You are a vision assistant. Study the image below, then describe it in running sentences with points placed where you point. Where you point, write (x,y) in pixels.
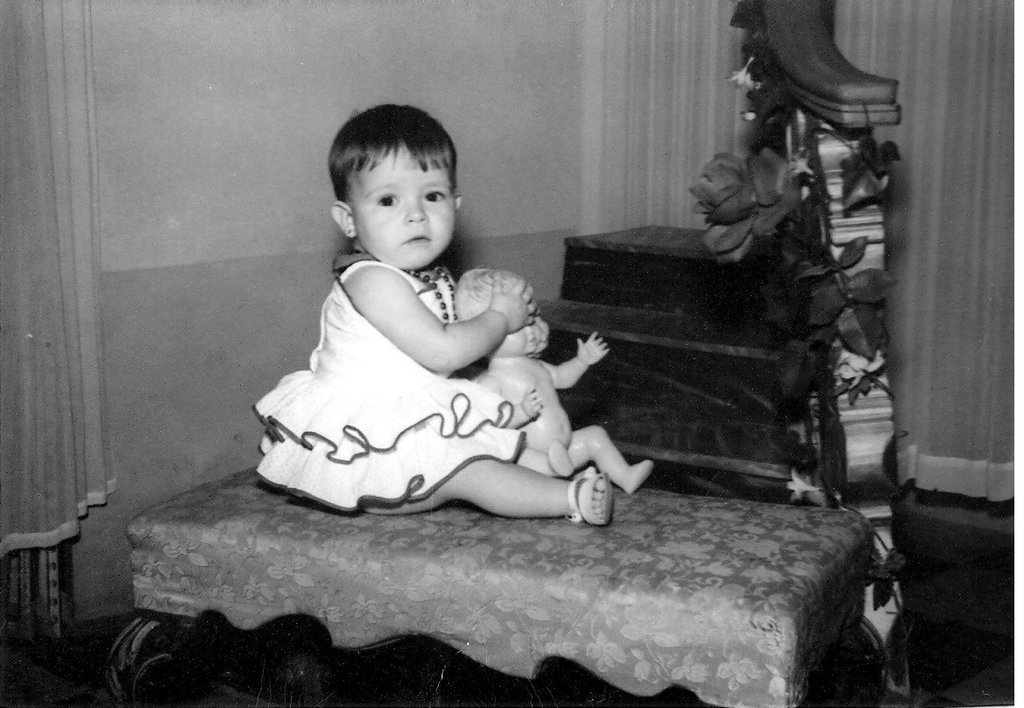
In this picture we can see a kid (402,378) is sitting on a table (475,579) and holding a doll (554,467), on the right side (864,330) there is a plant (817,334), on the left side (96,445) and right side (1003,253) there are curtains (910,273), we can see a wall (357,50) in the background (345,55), it is a black and white image.
